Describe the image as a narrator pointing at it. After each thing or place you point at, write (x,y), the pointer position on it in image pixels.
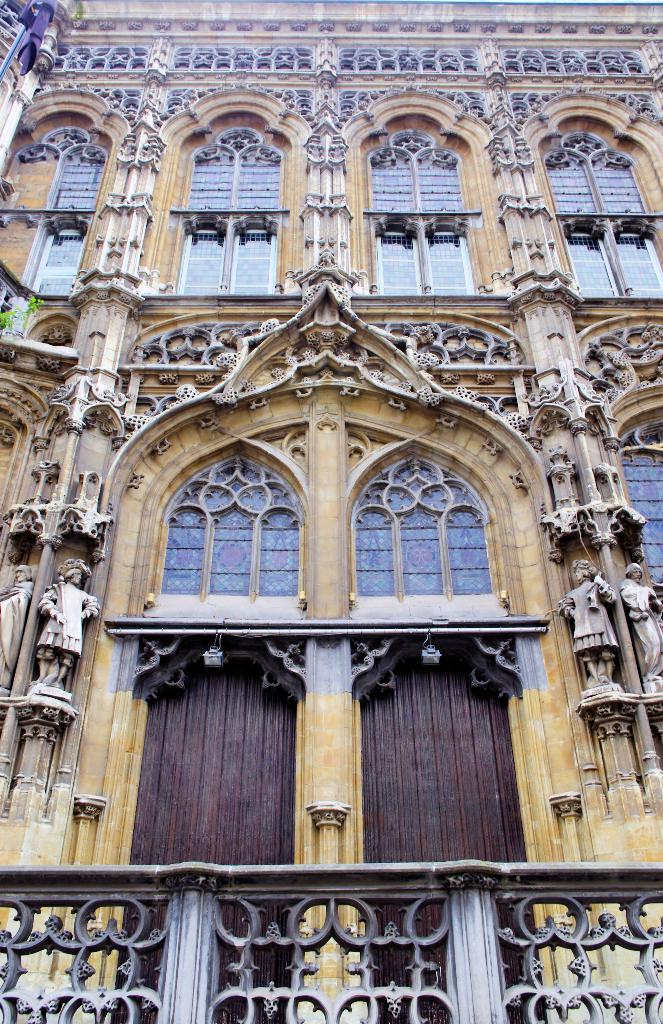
In this image we can see a building (291,570), in front of the building (322,623) we can see the fence (354,995), there are windows (238,235), doors (231,802), sculptures (60,595) and a flag (52,12), also we can see the sky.
